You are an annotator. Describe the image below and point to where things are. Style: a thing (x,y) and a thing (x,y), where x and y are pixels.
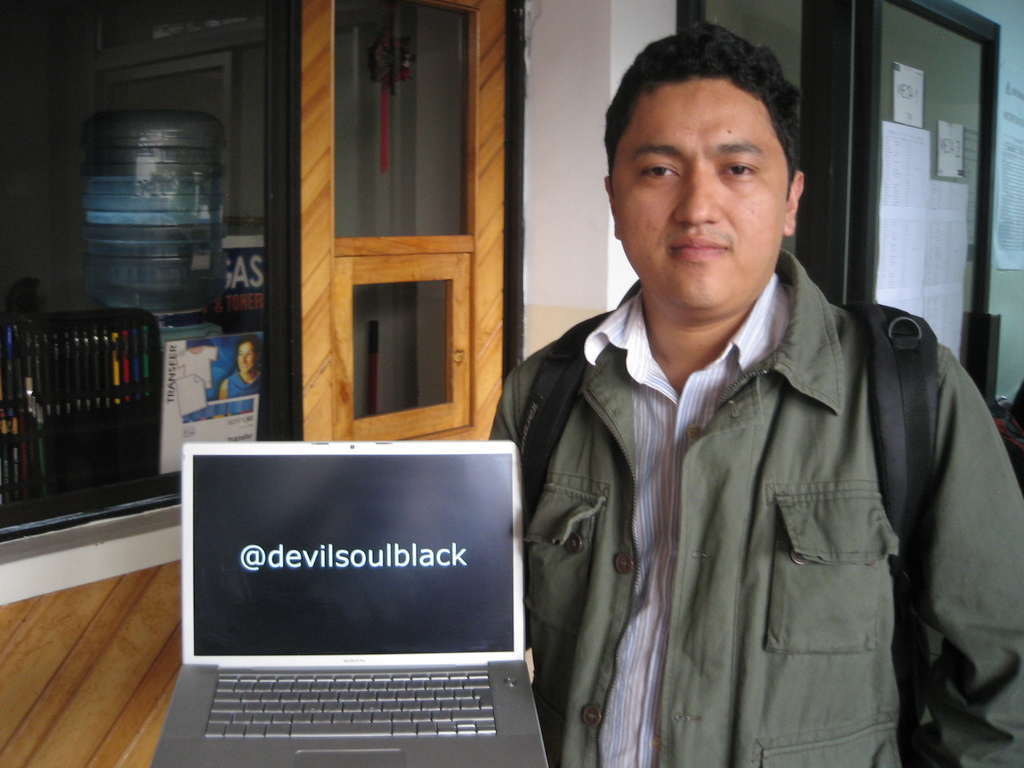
In this image I can see a person (706,396) holding a laptop (462,496) and back side of the person (506,412) I can see the wall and glass window (59,199) and I can see another window (940,226) on the right side (916,227), on the window (970,223) I can see papers (916,167).
